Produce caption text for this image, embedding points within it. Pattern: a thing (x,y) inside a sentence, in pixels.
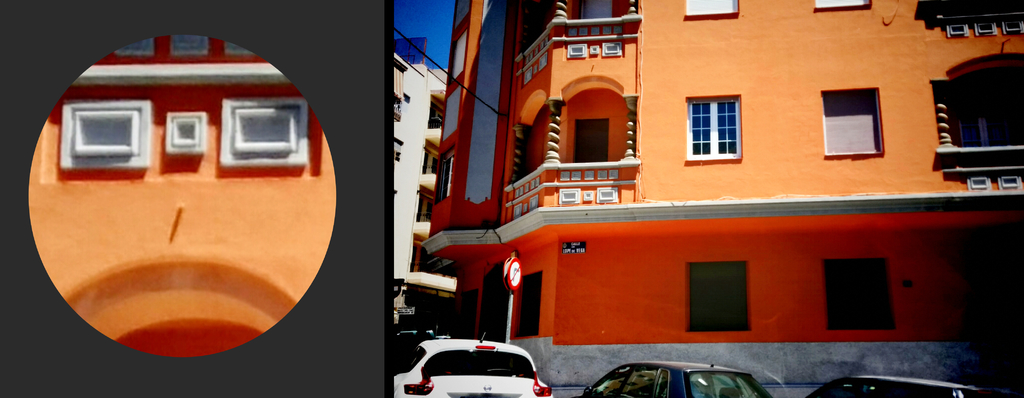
This is an edited image. We can see there are buildings (483,154), a cable (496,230) and the sky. At the bottom of the image (483,356) there are vehicles (507,360) and there is a pole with boards (507,274) attached to it. On the left side of the image (86,128), there is a zoomed part of an orange building (166,215).
